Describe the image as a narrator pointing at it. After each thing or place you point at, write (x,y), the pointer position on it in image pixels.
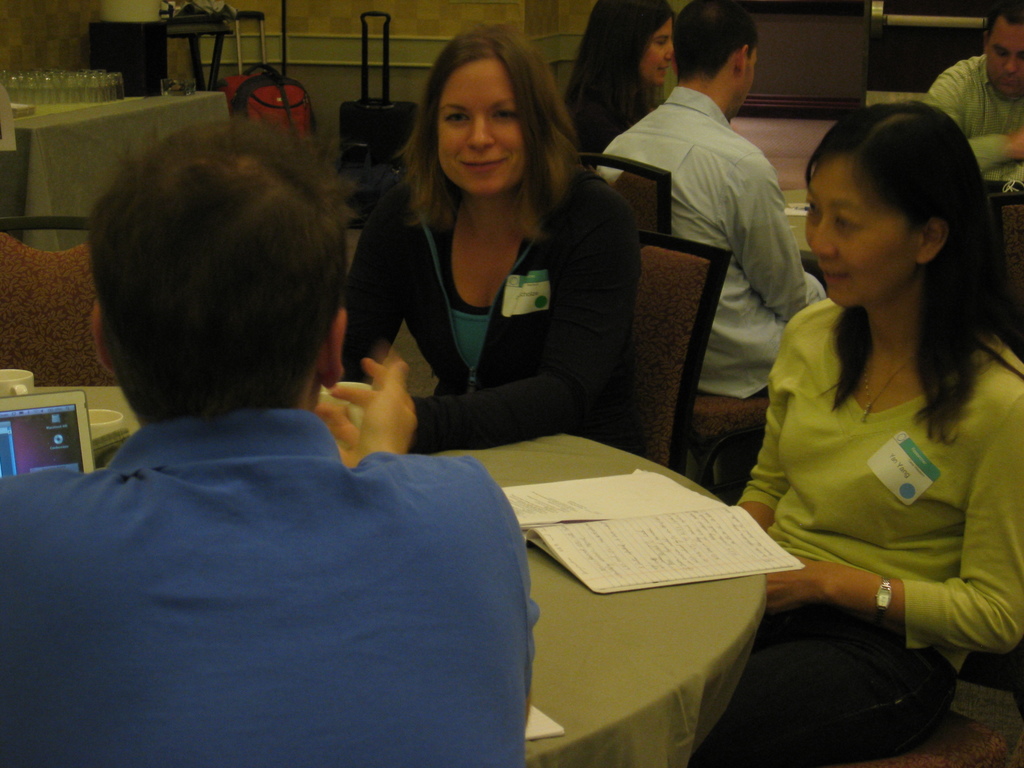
In this image, we can see people (466,360) are sitting on the chairs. we can see tables (649,625) are covered with clothes (649,625). On top of that there are few objects (32,446) and cups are placed. In the background (113,79), we can see glass objects (61,71), luggage (349,138), wall (531,31), cloth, floor (784,125) and few things (112,66).
